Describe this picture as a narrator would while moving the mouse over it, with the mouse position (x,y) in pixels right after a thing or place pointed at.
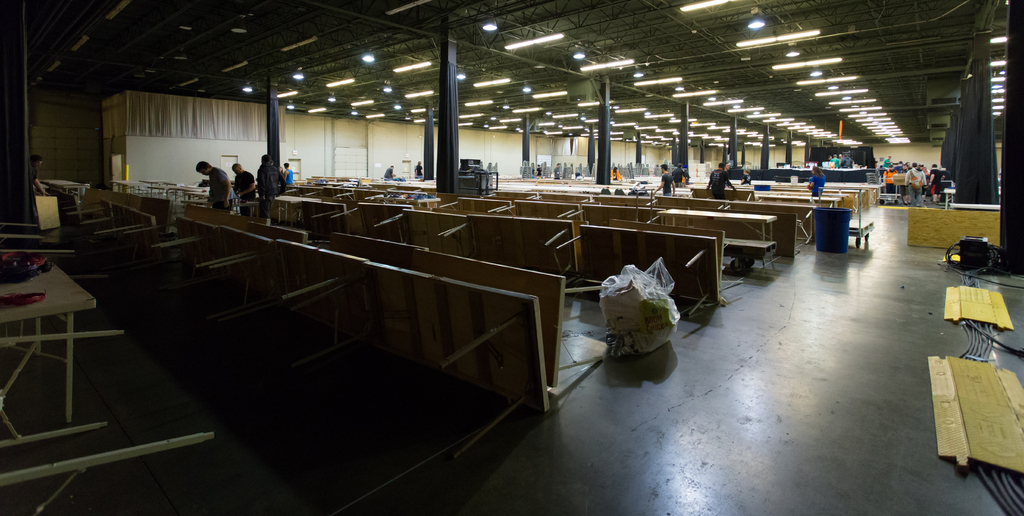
There are many tables (511,223). Also there are many people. There is a dustbin (823,242). Also there is a plastic cover (622,300) with some items (634,318). There are pillars (441,69). On the ceiling (396,53) there are lights (589,68). On the floor (861,330) there are wires (967,349). In the back (237,119) there is a wall (312,119) with curtain (196,119).
